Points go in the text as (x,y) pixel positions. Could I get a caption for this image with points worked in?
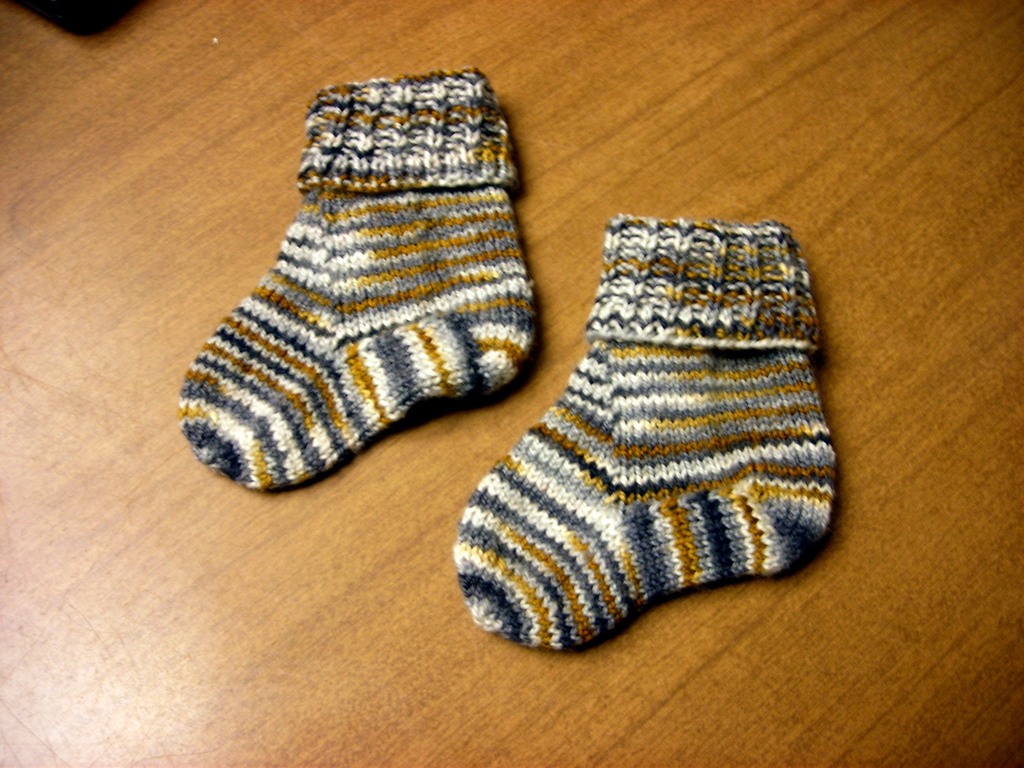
In this image we can see one pair of socks (293,418) and one black object (84,16) on the wooden table (99,204).
